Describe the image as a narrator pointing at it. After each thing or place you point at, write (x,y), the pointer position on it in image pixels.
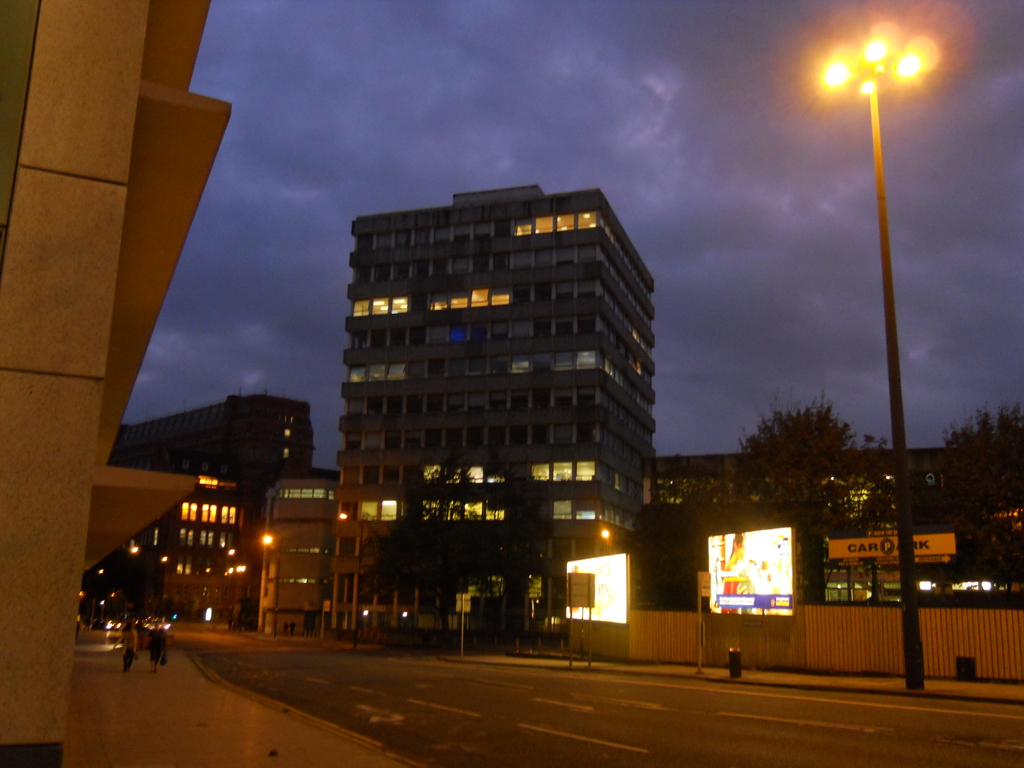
In the foreground of this picture (152,196), there is a building (109,434) on the left side (105,290) and road (611,740) in the middle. In the background (928,651), there is a pole (919,634), side wall (872,634), screens (591,564), persons (154,644) walking on the side path (182,649), buildings (464,440), trees (970,461) and the cloud (771,252).
